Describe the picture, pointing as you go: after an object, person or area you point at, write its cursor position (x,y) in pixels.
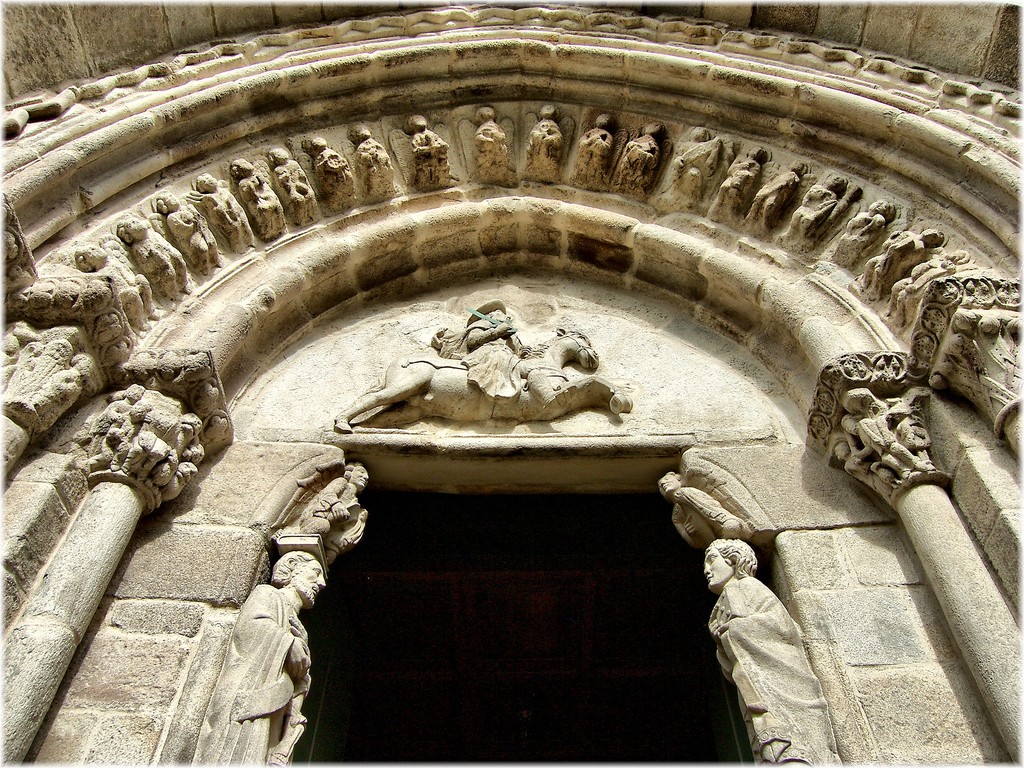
In this image we can see the arch (688,128) on the building (778,356). There are many sculptures (987,280) on the wall (585,314). There are few pillars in the image.
